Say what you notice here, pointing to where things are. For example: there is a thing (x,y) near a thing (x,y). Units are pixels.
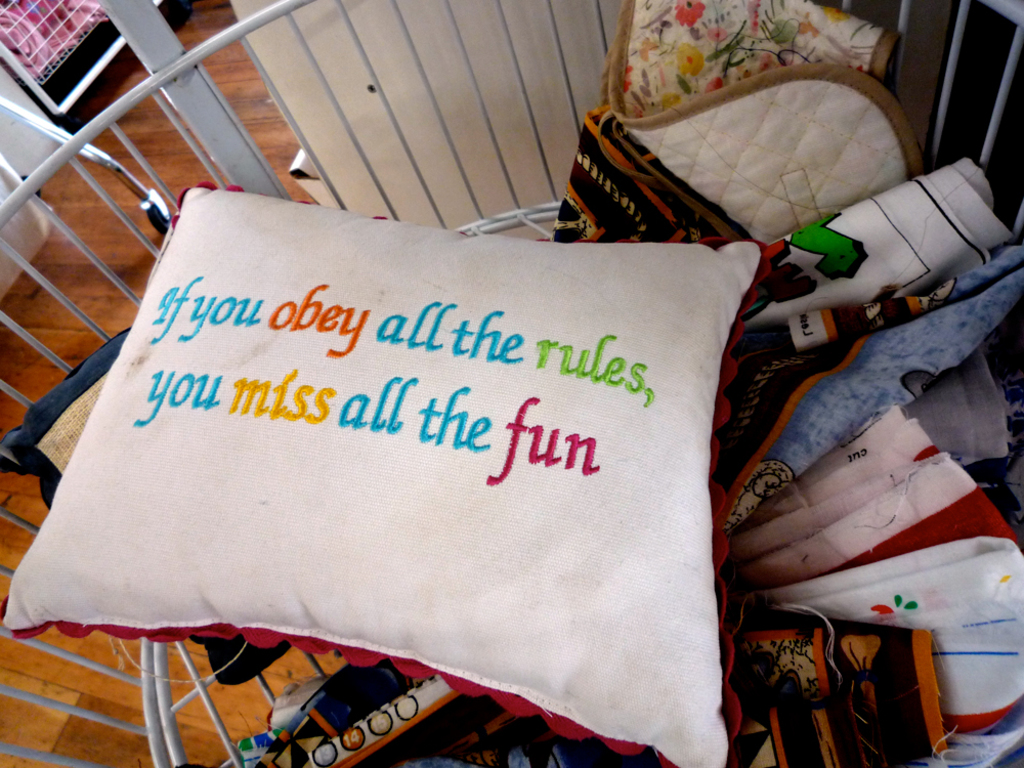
In this image, we can see a pillow (574,266) and some clothes (796,158) in a white colored object (169,189). We can see the wooden surface (110,80). We can also see some objects (45,90) on the left (27,70).
